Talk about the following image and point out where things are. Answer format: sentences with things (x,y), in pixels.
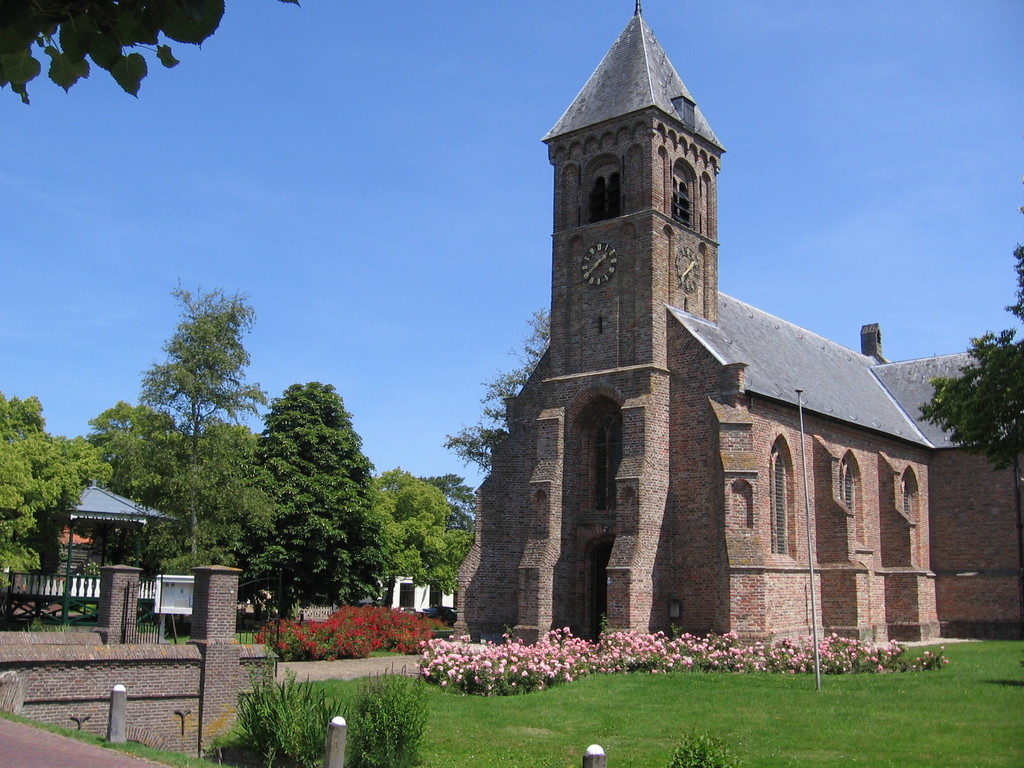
In this image we can see a building (808,408) with a clock (603,251) on it. In the foreground of the image (403,674) we can see a group of poles (340,719), plants (288,743), flowers (502,661). In the background (99,497), we can see a group of trees (290,513), shed (98,517) and sky (222,209).
